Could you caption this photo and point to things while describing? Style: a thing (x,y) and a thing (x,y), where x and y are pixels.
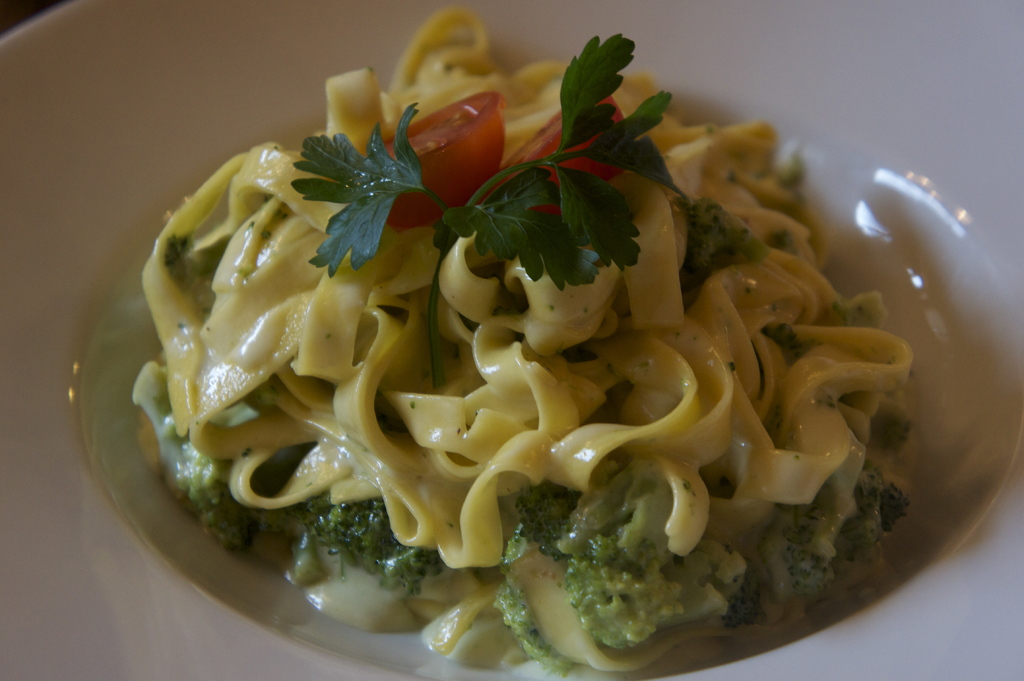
This is the bowl (92,77) with a kind of pasta (339,318). This pasta (568,356) is made of tagliatelle (578,373), slices of tomato (491,168), herb leaf (398,177), broccoli (633,591) and few other ingredients (388,605) are added to it.
